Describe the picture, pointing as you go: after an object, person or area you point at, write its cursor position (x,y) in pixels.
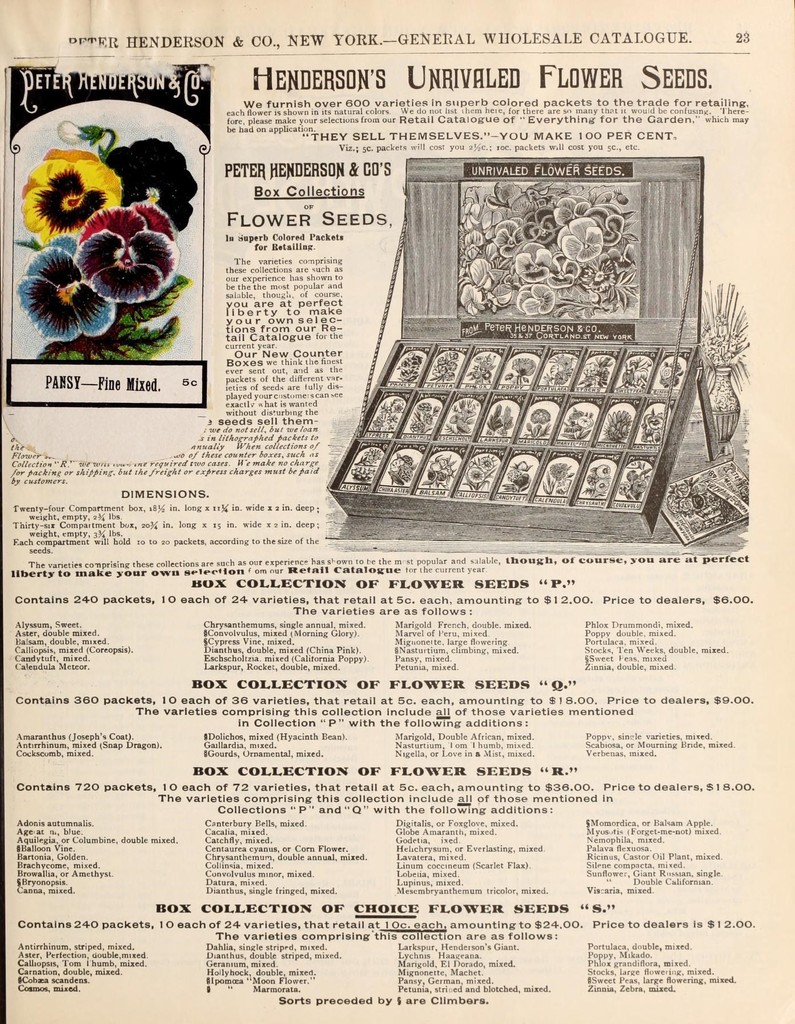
In this image I can see depiction of few flowers (163,225) and I can see something is written over here.
